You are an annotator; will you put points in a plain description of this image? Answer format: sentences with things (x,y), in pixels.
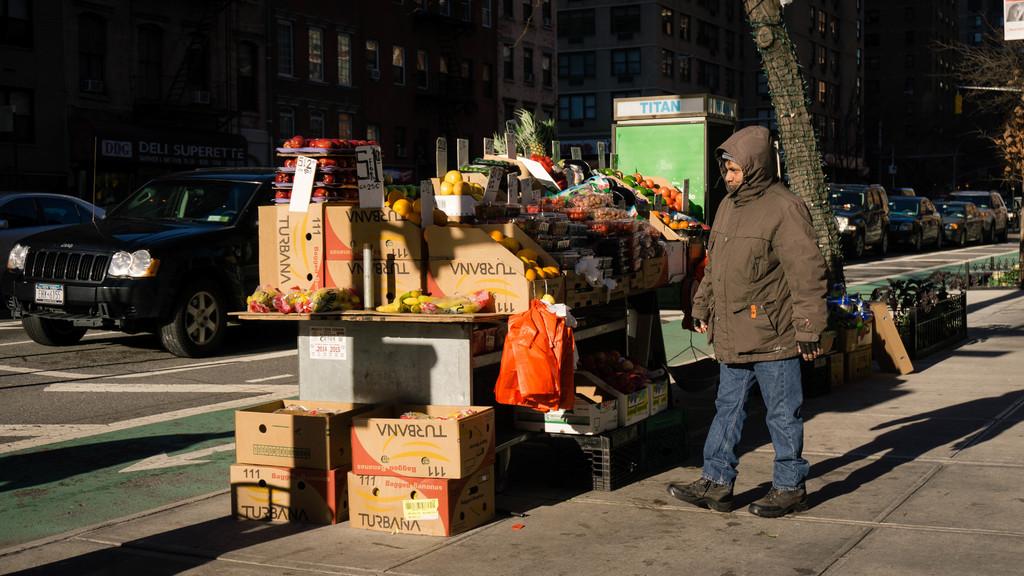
On the right side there are cars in the middle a person (764,320) is walking he wear a coat (761,295).
